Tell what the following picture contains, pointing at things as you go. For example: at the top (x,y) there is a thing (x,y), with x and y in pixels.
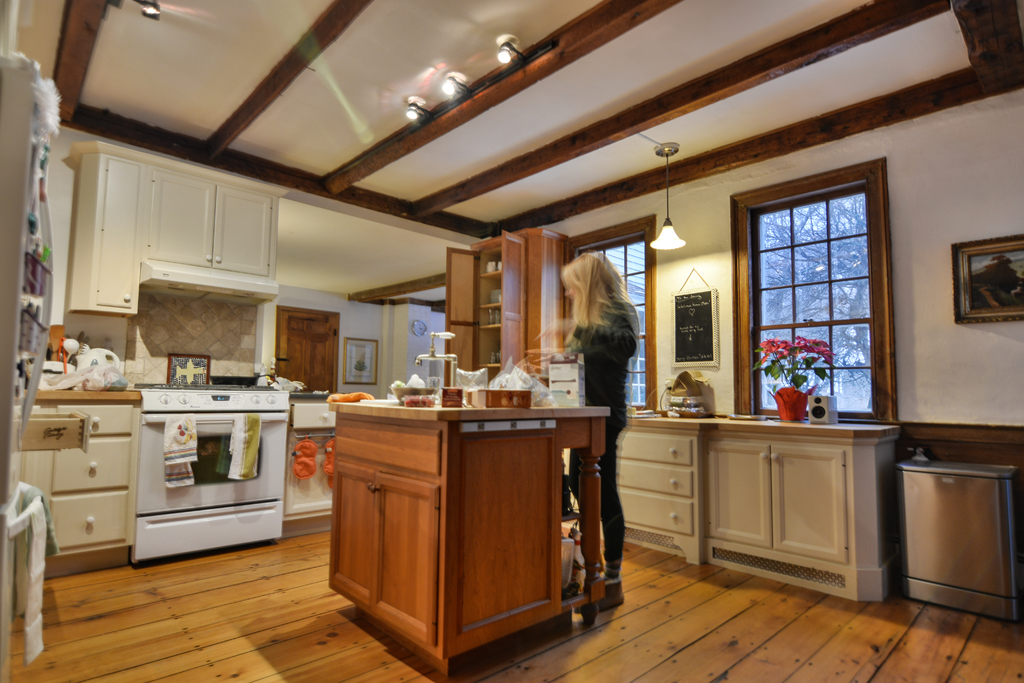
In the image there is a woman (622,403) in the middle of the room (429,326) in front of a table (471,480), it seems to be kitchen room (735,318). There is oven (211,451) near to the wall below its hood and over the right wall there is window (824,337) in front there are plant pots (794,416).
